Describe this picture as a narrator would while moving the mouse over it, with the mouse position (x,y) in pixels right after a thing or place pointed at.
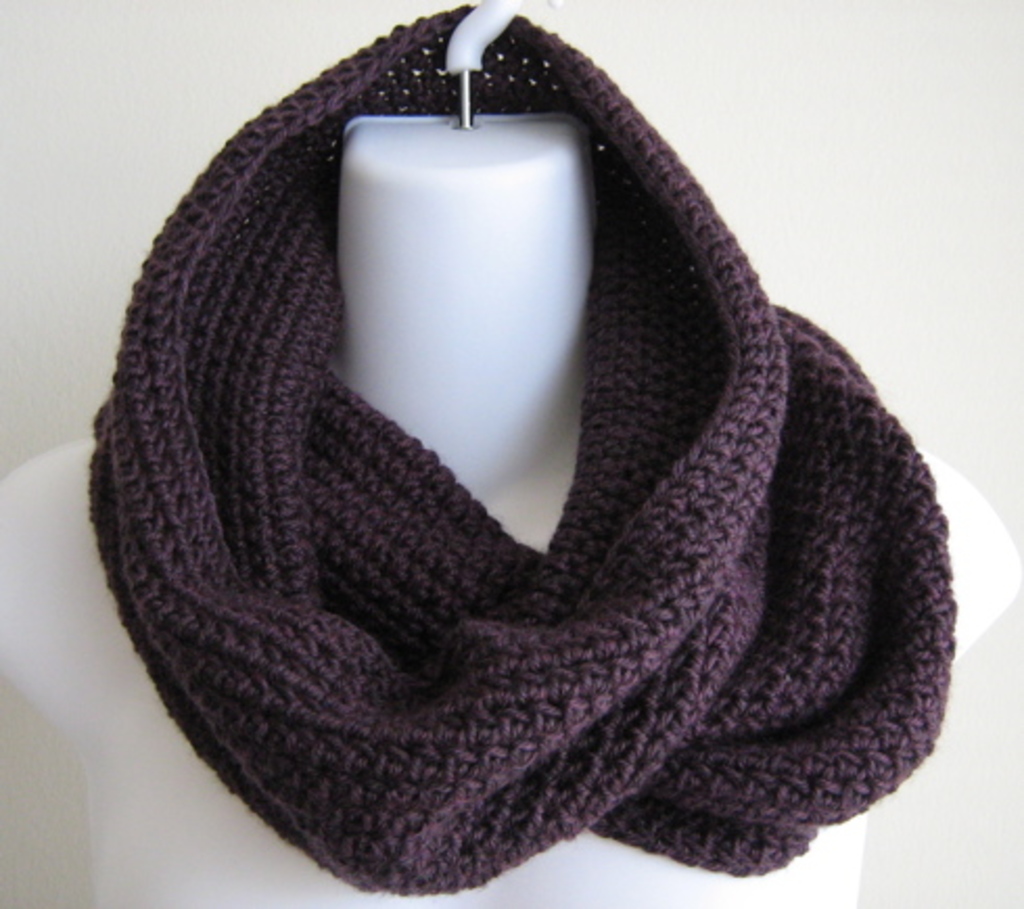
In this image we can see a stole (619,436) hanged to the mannequin (526,458).
